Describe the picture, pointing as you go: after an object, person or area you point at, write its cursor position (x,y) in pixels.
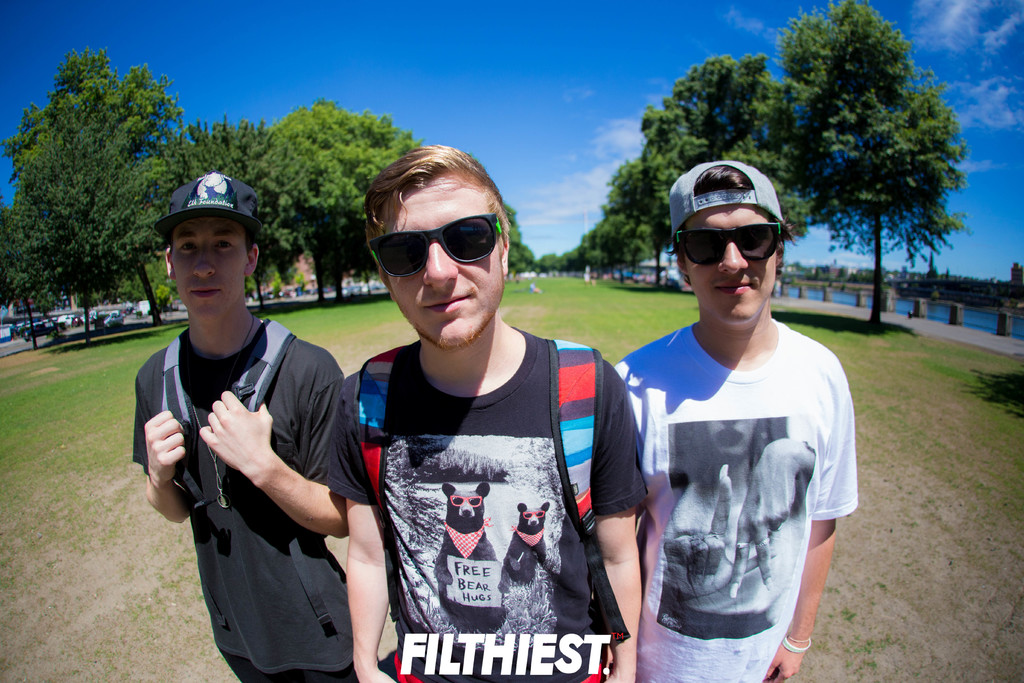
In this image in the foreground (739,415) there are three boys (505,440) who are standing and two of them are holding bags (572,439) and two of them are wearing hats (253,222). At the bottom (848,565) there is grass (524,325), in the background (92,253) there are some trees (514,219) vehicles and on the right side (869,301) there is a bridge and a river (931,314). On the top of the image (473,79) there is sky (391,72).
